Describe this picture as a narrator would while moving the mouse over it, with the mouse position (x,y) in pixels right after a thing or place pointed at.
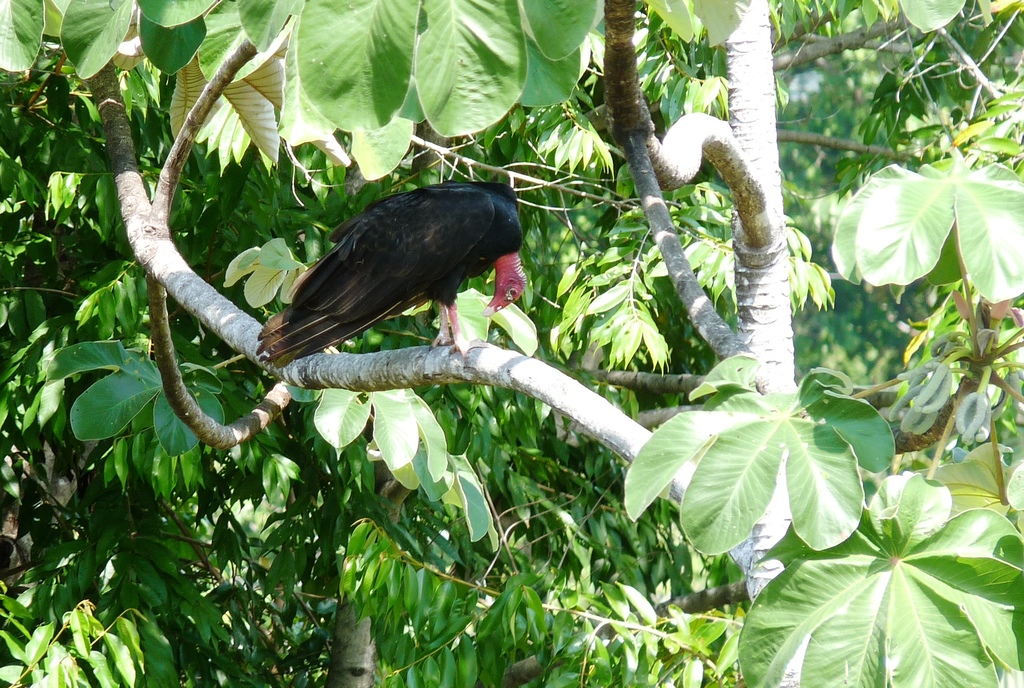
In this image, we can see a bird (395,273) sitting on a branch (341,365) and we can see some green leaves (656,323).
